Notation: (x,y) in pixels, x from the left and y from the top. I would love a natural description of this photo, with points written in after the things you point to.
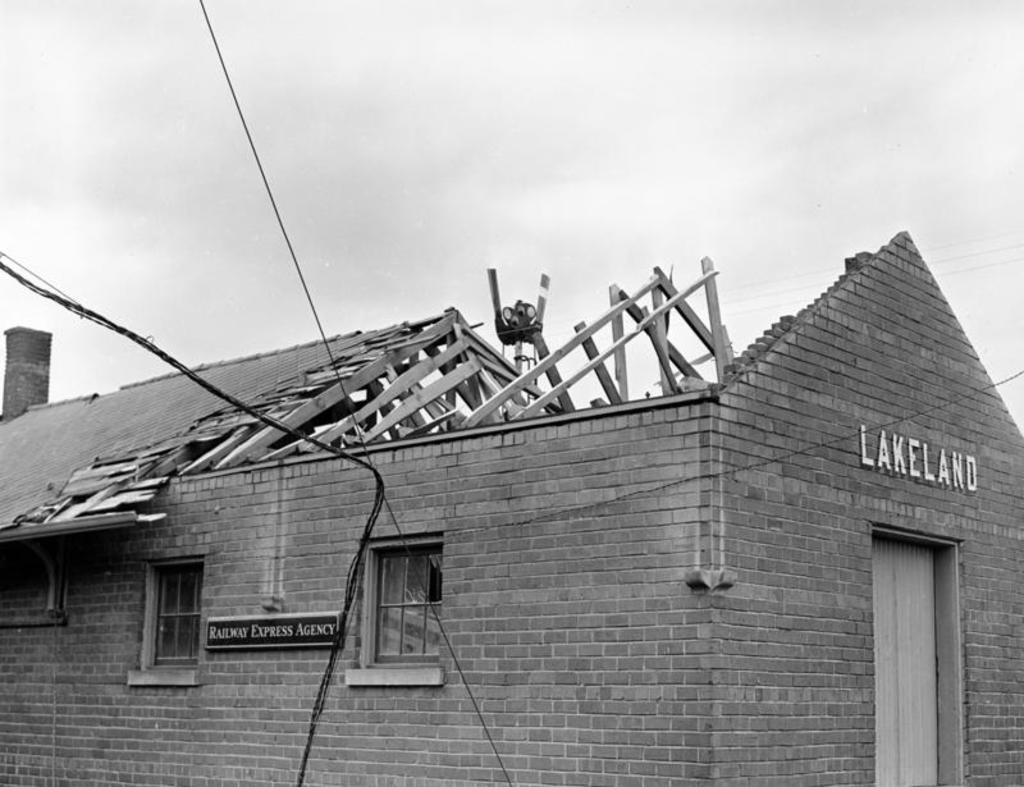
In this image we can see a house (317,597), windows (173,636), a board (243,639) with some text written on it, also we can see the sky (780,121), wires (236,405), and wooden sticks (588,332).
